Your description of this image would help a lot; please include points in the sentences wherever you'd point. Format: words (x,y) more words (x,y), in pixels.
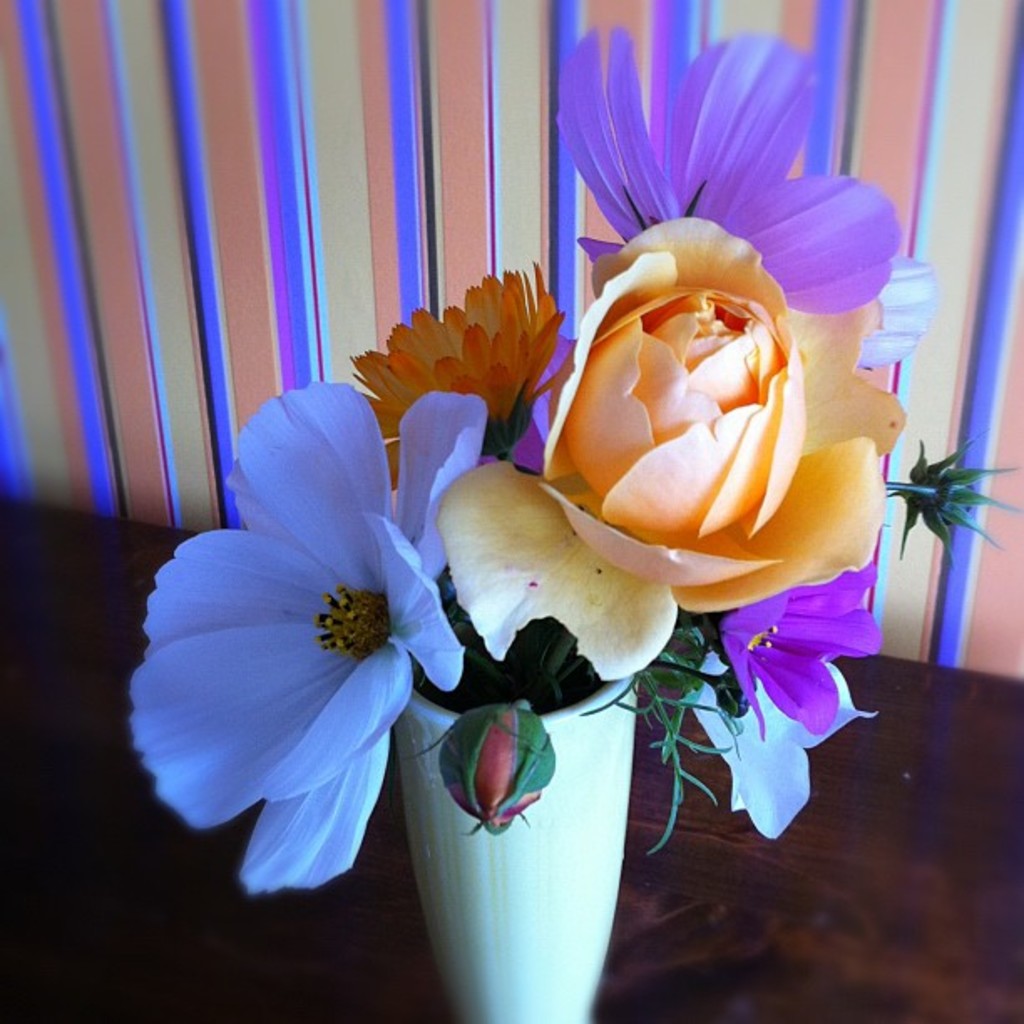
In this image we can see a flower pot (572,899) on the wooden surface (804,945), and also we can see the wall (418,295).
